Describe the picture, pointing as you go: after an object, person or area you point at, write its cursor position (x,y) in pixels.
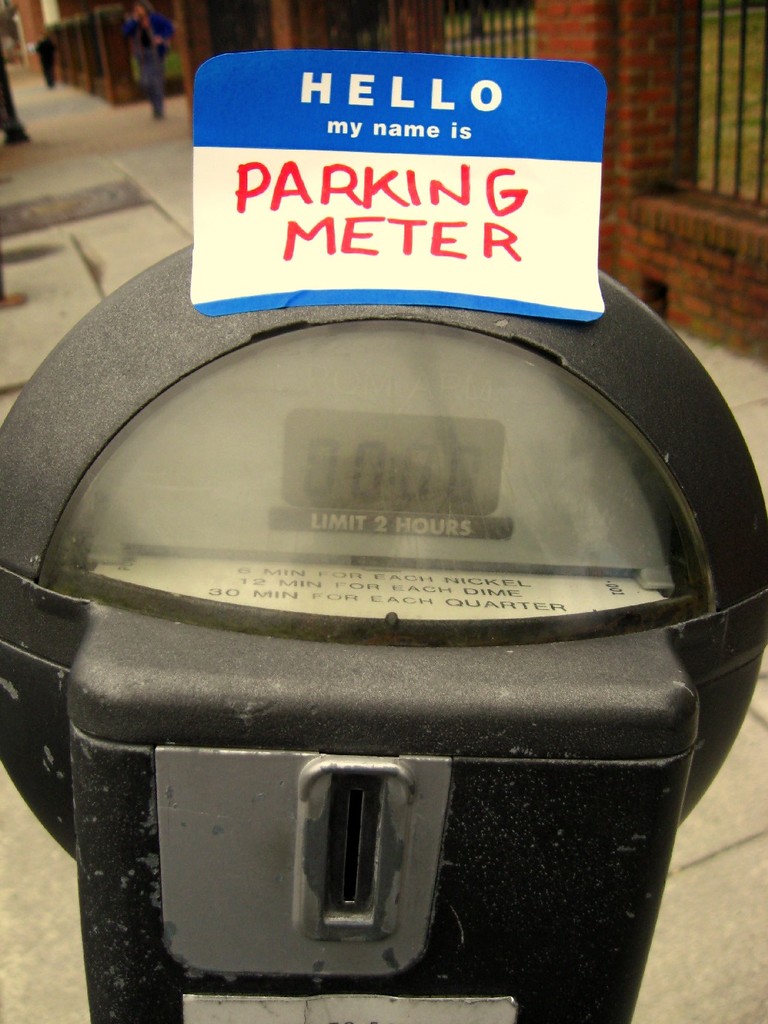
In this image I can see a parking meter (466,601) which is in black and ash color. I can see a board (285,155) on it. Back I can see a fencing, brick wall (709,212) and few people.
